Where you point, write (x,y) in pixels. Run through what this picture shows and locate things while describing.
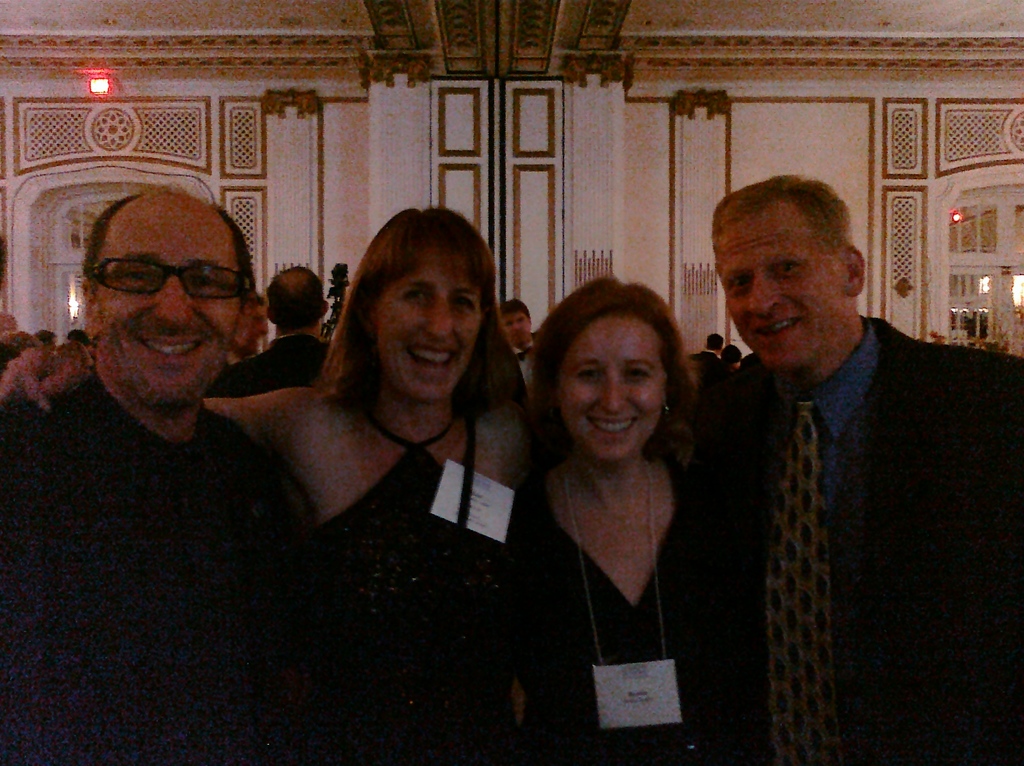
In this image there are two women (521,597) and two men (817,603) posing for a photograph, in the background (741,366) there are people (741,366) standing and there is a wall (1010,178), for that wall (1017,91) there are doors (964,288).
